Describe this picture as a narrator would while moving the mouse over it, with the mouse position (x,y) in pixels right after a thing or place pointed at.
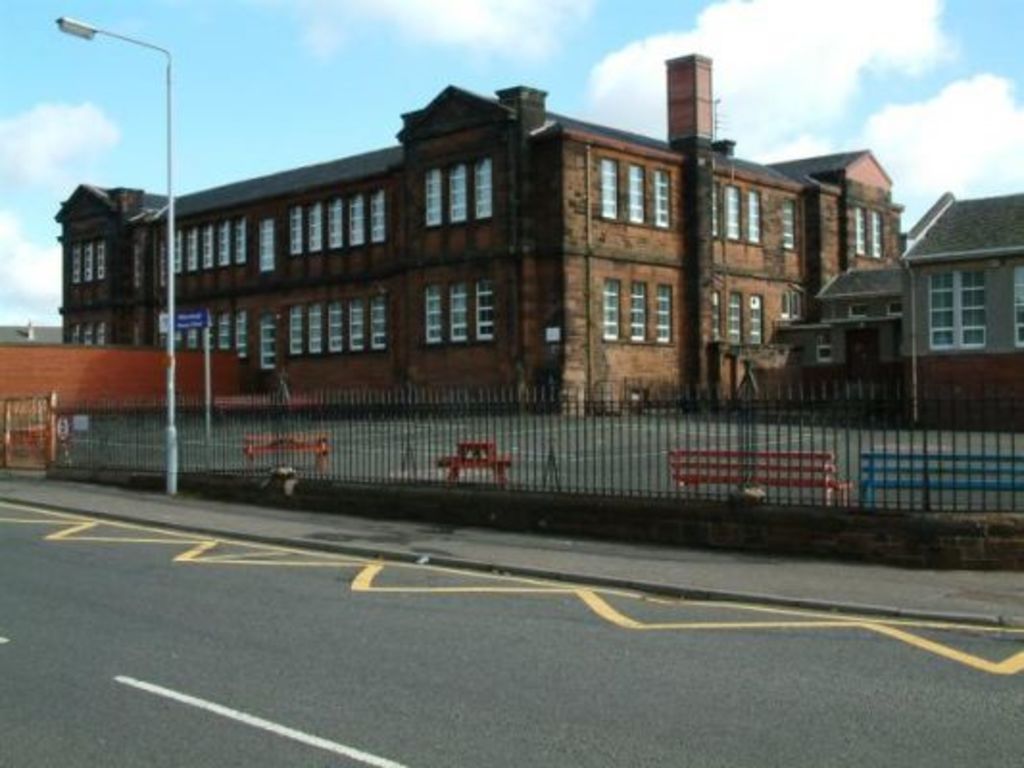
In the picture we can see a part of the road (157,729) beside it, we can see a pole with light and behind it, we can see a railing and behind it, we can see some benches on the path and far away from it, we can see a huge building (78,260) which is brown in color with many windows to it and beside it also we can see a part of another building (970,345) with window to it and in the background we can see the sky (135,158) with clouds (631,117).
